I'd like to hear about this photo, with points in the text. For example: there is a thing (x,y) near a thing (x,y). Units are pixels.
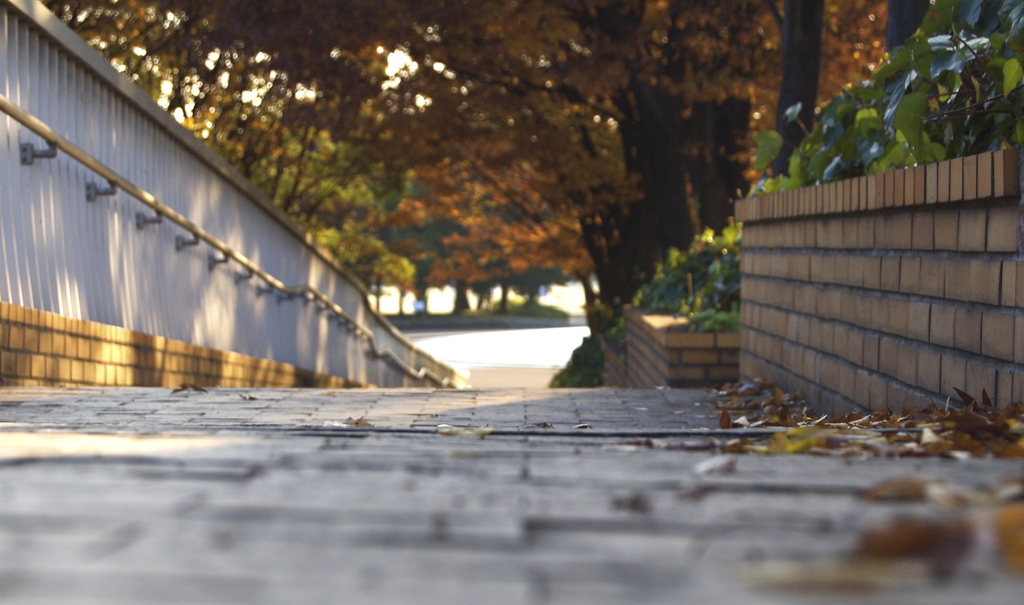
It is a path (238,412) in front of a road (472,338) and beside the path (35,412) there are plenty of trees (686,185) and in the left side (117,193) there is a wall (57,267) and there is a support pole (51,141) is attached to the wall (153,274).
